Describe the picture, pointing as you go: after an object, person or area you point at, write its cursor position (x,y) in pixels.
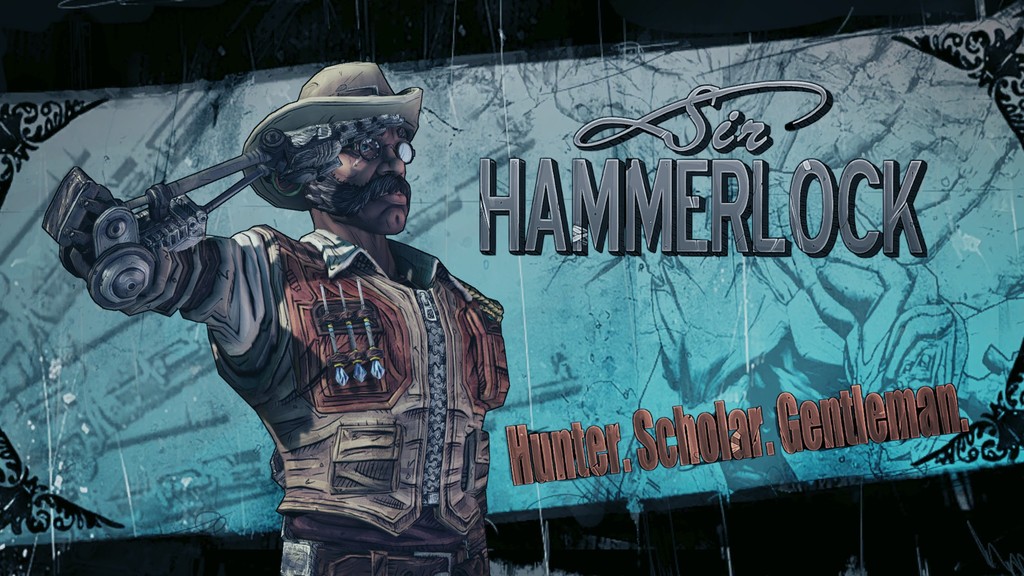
In the image we can see there is a poster (630,362) and there is a cartoon image of a man (404,340) on the poster (393,328). The man (361,256) is wearing hat (335,91), artificial iron human hand (57,219) and jacket (416,449). It's written ¨Sir Hammerlock¨.
